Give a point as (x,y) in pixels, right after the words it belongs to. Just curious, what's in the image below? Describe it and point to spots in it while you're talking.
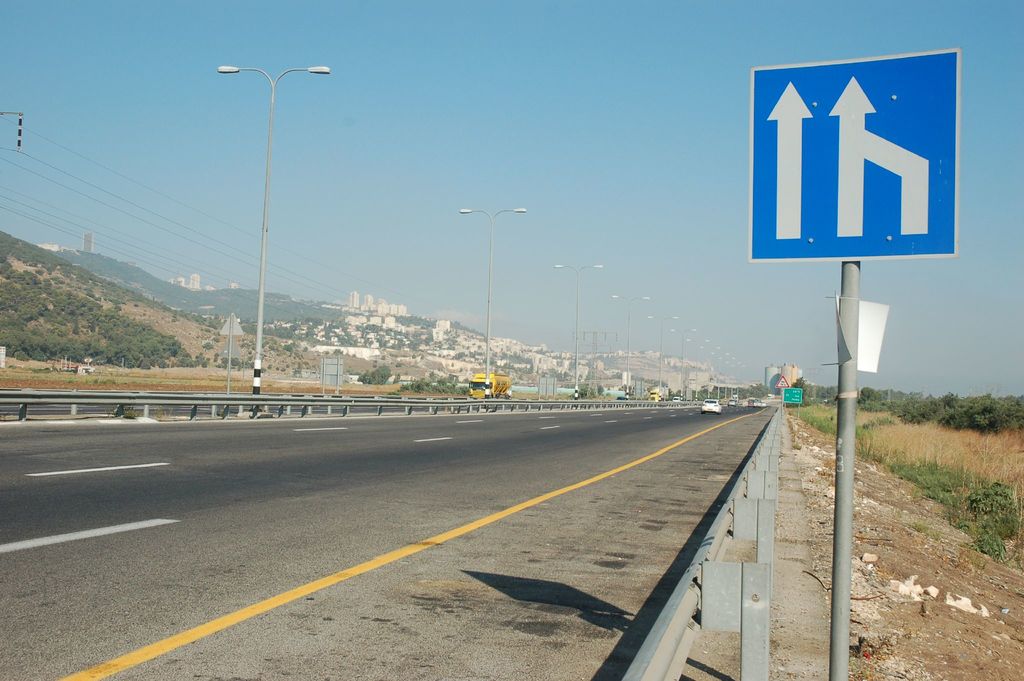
In this picture there are vehicles (511,380) on the road (611,418) and there are street lights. At the back (523,350) there are buildings (436,338) and trees (65,299) and there are mountains (276,292). On the right side of the image (825,165) there are boards (796,175) on the poles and there are trees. At the top (186,65) there is sky (783,267) and there are wires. At the bottom (311,669) there is a road (274,680) and there is ground (912,528) and there is grass (964,463).
